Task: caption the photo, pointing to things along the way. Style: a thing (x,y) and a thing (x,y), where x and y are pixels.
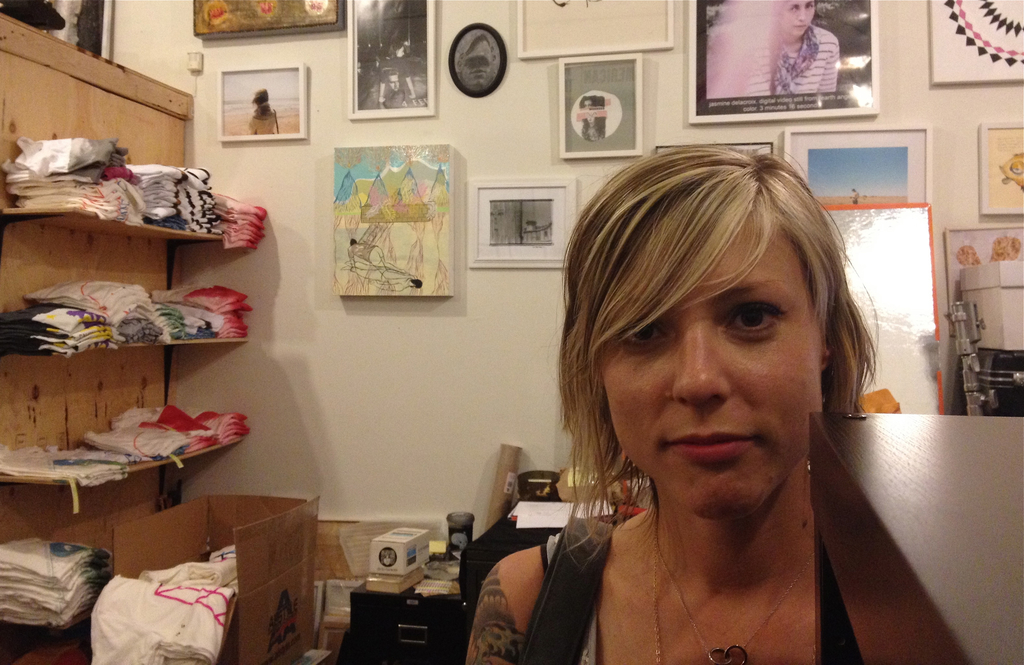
In the image we can see there is a lady (694,408) and there are clothes (86,156) kept on the racks (121,401). There are photo frames (689,94) kept on the wall (968,180) and there are boxes (414,554) kept on the table (424,617).
